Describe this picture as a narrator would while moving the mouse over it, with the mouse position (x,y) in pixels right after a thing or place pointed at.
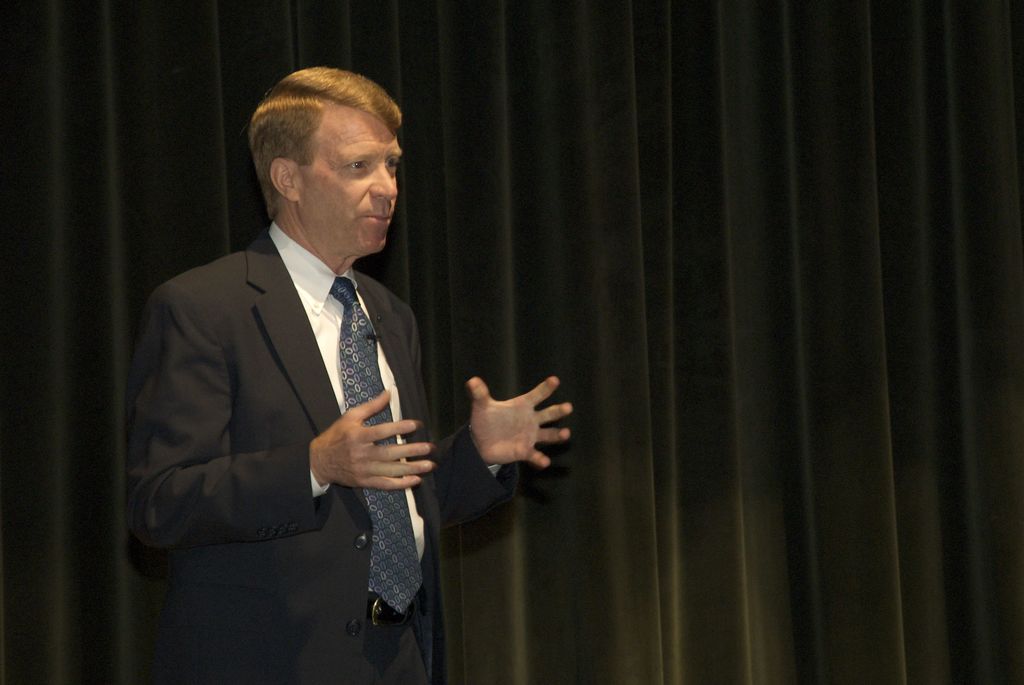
This person (367,514) wore a black suit (229,546) and tie (354,391). Background (98,195) there is a black curtain (628,159).
